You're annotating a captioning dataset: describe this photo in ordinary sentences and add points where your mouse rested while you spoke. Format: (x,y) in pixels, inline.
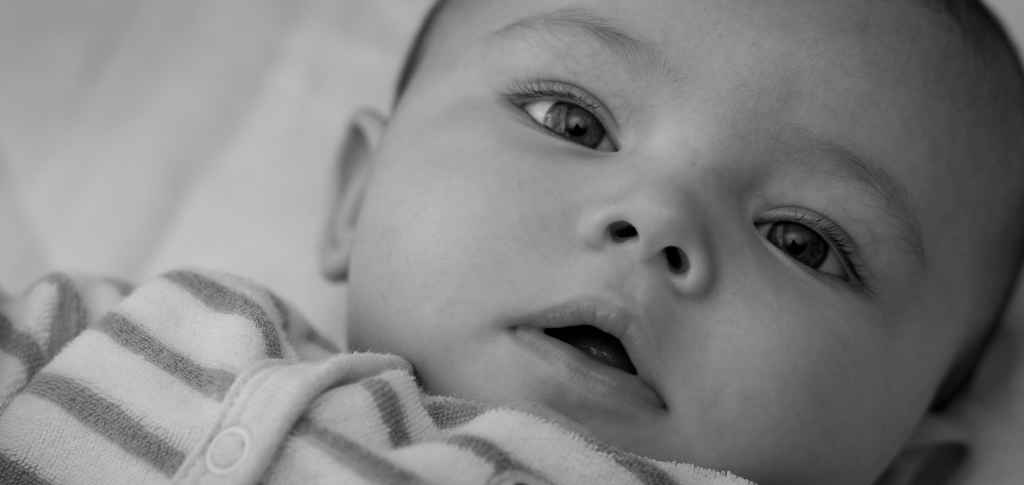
This is a black and white image where we can see a baby (724,246).
